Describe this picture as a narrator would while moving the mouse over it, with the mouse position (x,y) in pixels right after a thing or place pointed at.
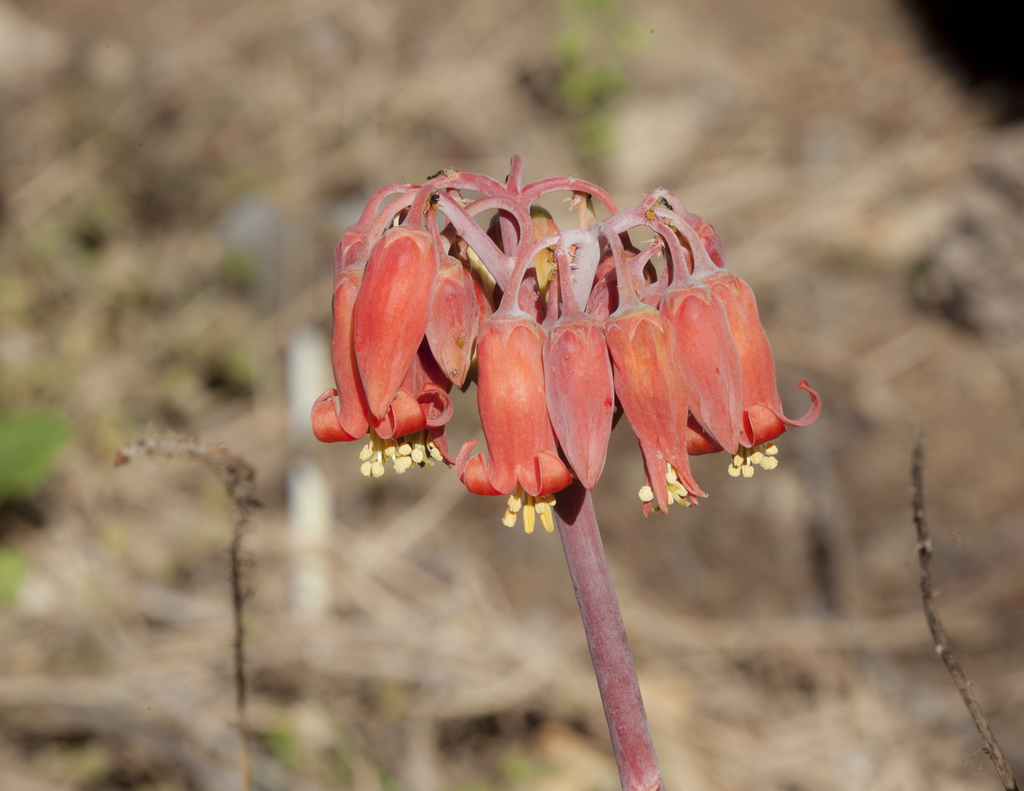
In the image we can see a flower (536,368) and this is a stem (570,571) of the flower (539,507) and the background (182,481) is blurred.
